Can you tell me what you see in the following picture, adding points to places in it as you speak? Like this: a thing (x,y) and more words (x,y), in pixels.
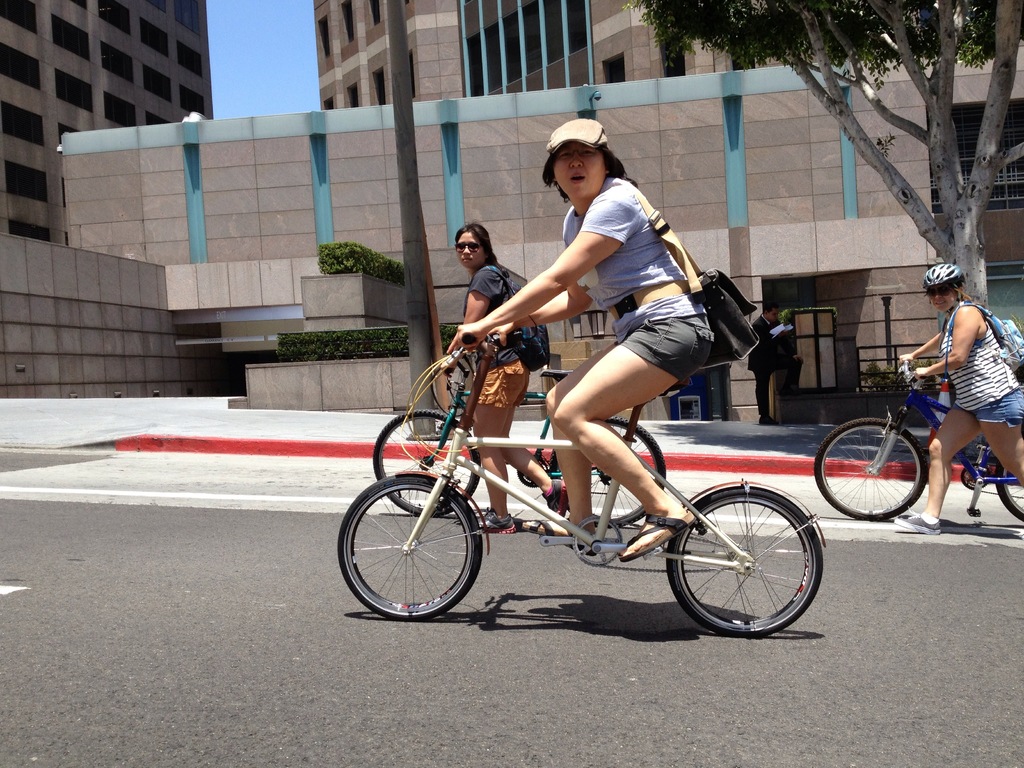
A woman (583,194) wearing cap (561,136) and holding bag (720,287) is riding cycle (710,554). Beside her two women (1017,433) holding cycle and wearing a helmet (953,279) and a bag (1000,338) is walking on the road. In the background (643,169) there are buildings (495,91), trees (861,140), also there are bushes (304,349).
